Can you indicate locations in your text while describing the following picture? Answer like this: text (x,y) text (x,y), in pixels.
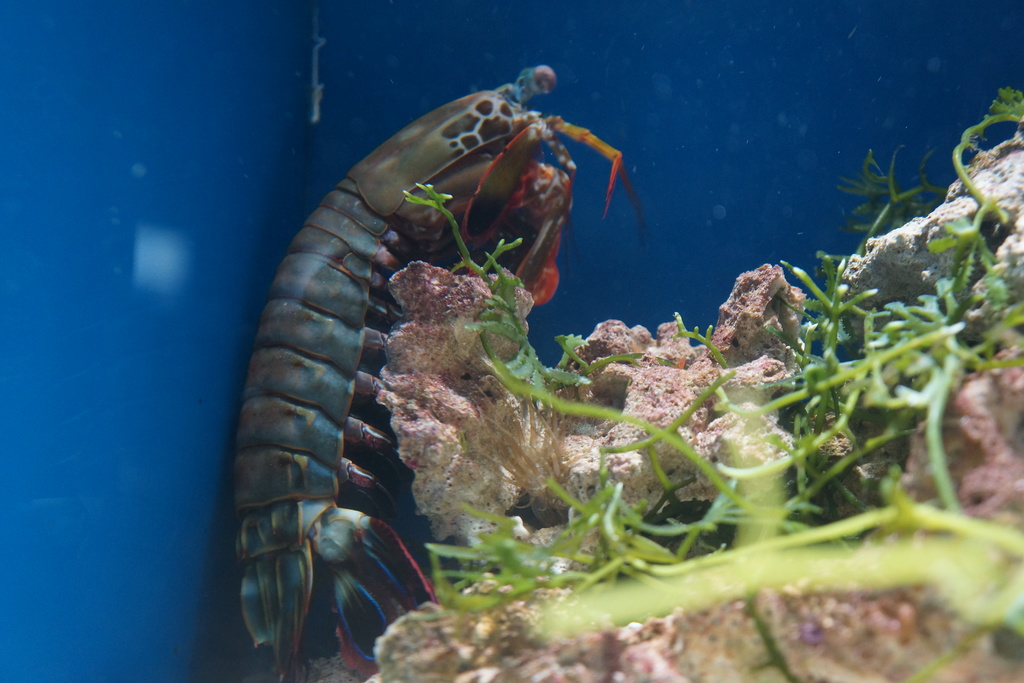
In this image we can see shrimp (346,369) and plants (760,464).
